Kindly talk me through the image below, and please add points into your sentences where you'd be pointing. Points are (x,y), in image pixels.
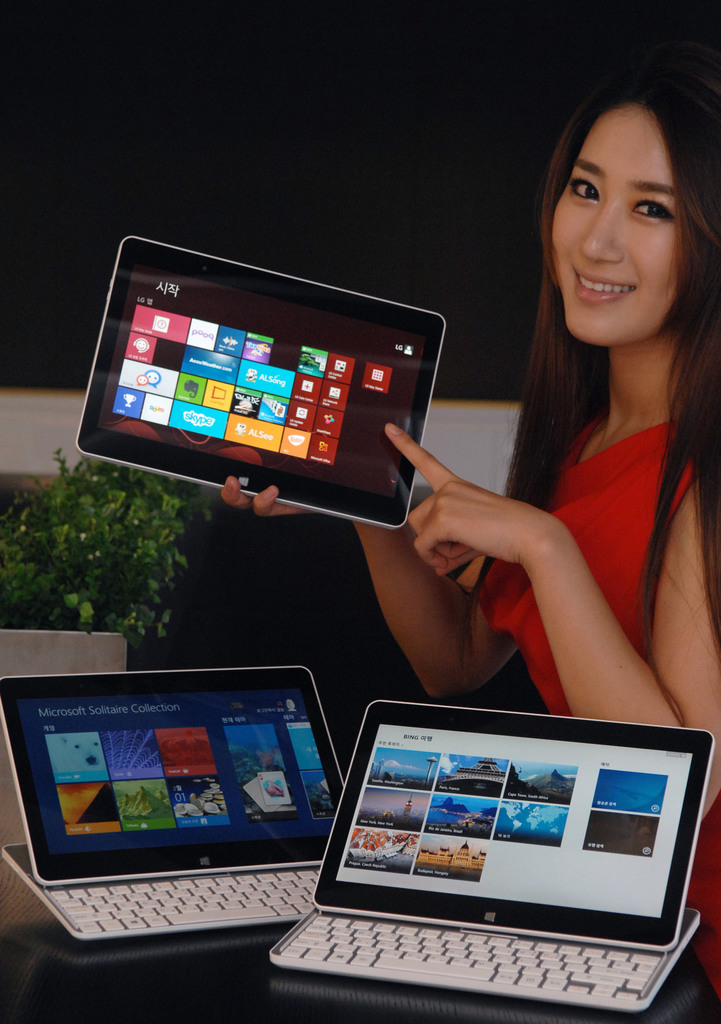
In the image I can see a lady (452,502) who is holding the laptop (301,419) and also I can see two other laptops (374,928) on the table (667,986).
